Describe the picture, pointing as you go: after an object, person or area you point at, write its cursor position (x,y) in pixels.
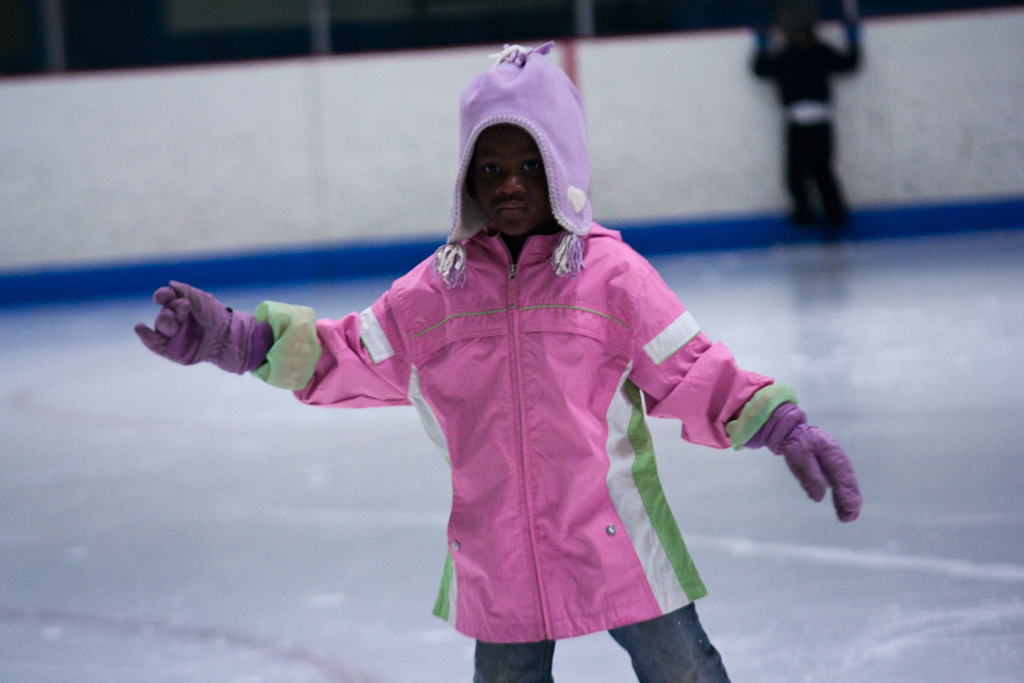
In this picture I can see there is a kid (386,310) wearing a pink color sweater (601,458) and purple color head wear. She is standing in the ice (27,366) and there is another kid (822,131) standing in the backdrop (822,173).
